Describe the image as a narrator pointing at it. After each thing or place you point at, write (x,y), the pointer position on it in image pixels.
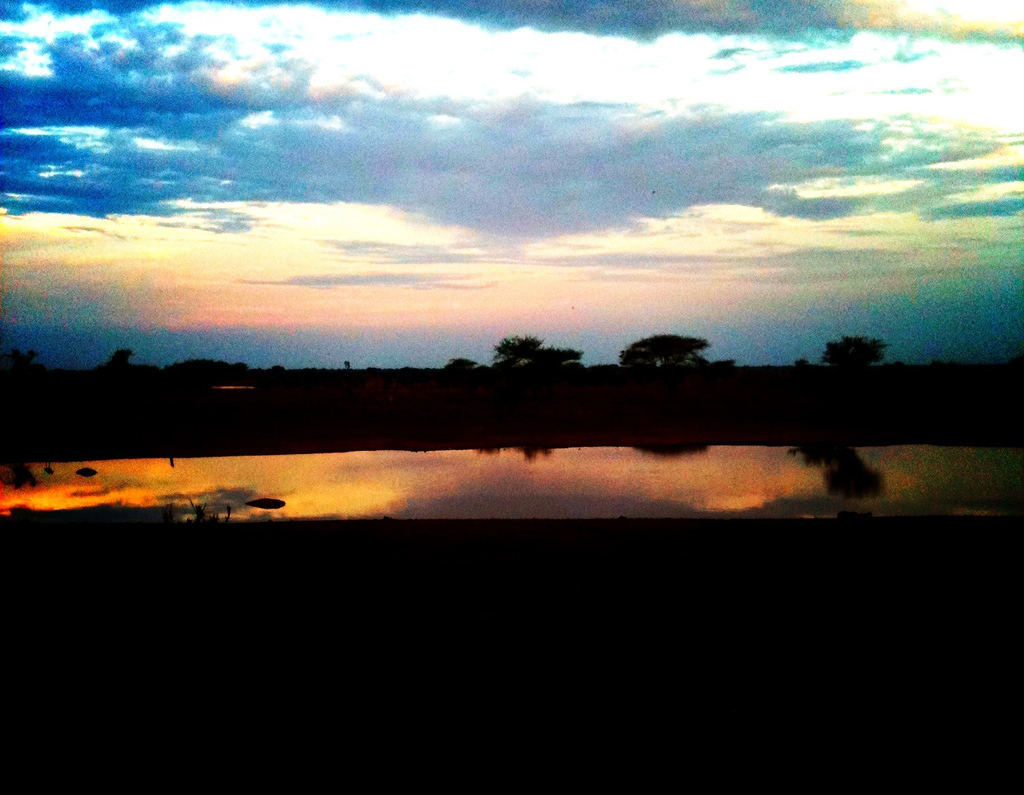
There is water (997,463) in the foreground (1017,489). There are trees (971,375) at the background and the sky (1015,333) is cloudy at the top (421,174).
